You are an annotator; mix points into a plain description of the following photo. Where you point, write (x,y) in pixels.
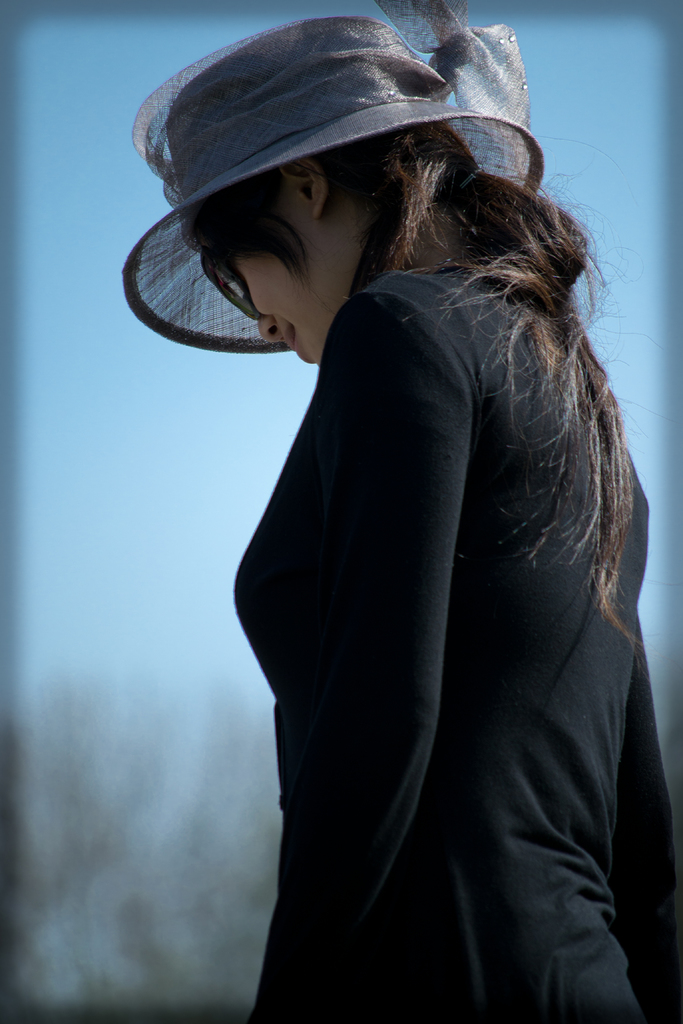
In this image I can see a woman (461,534) wearing black dress (448,660) and grey hat (356,117) is standing and in the background (232,405) I can see the sky (129,409) and few trees (114,777).
